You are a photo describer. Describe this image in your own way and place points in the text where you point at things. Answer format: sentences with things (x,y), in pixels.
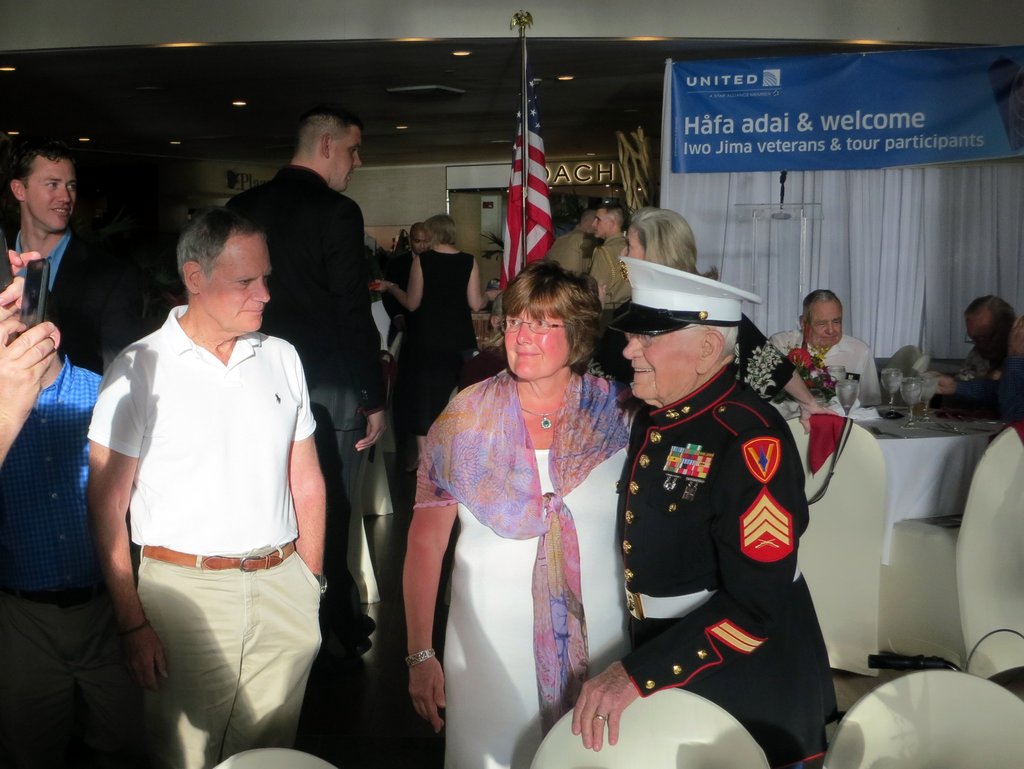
In this image there are group of persons (650,402) sitting and standing. In the center (512,261) there is a flag (528,210) and there is a curtain (873,218) which is white in colour. On the top of the curtain (883,194) there is a banner (827,138) with some text (750,125) written on it which is blue in colour. In the front (737,545) there is a man (712,562) standing wearing a black colour dress (720,588) and a white colour hat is smiling and the woman (611,517) standing beside the man (670,548) is smiling. On the left side (14,369) there is a hand (20,357) of the person (20,342) holding a mobile phone (25,303) which is visible.
